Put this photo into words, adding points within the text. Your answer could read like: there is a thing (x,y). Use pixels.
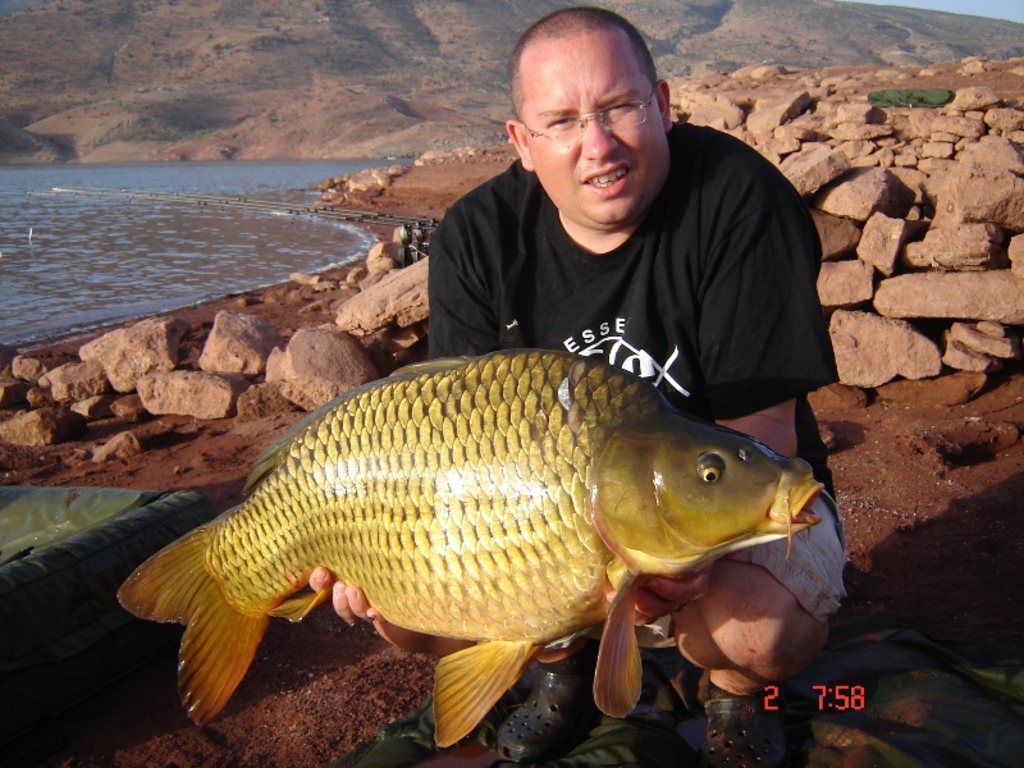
In this image I can see a person (756,222) is holding fish (567,378). Back I can see few rocks (825,234), mountain (992,41), water (34,271) and few objects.
